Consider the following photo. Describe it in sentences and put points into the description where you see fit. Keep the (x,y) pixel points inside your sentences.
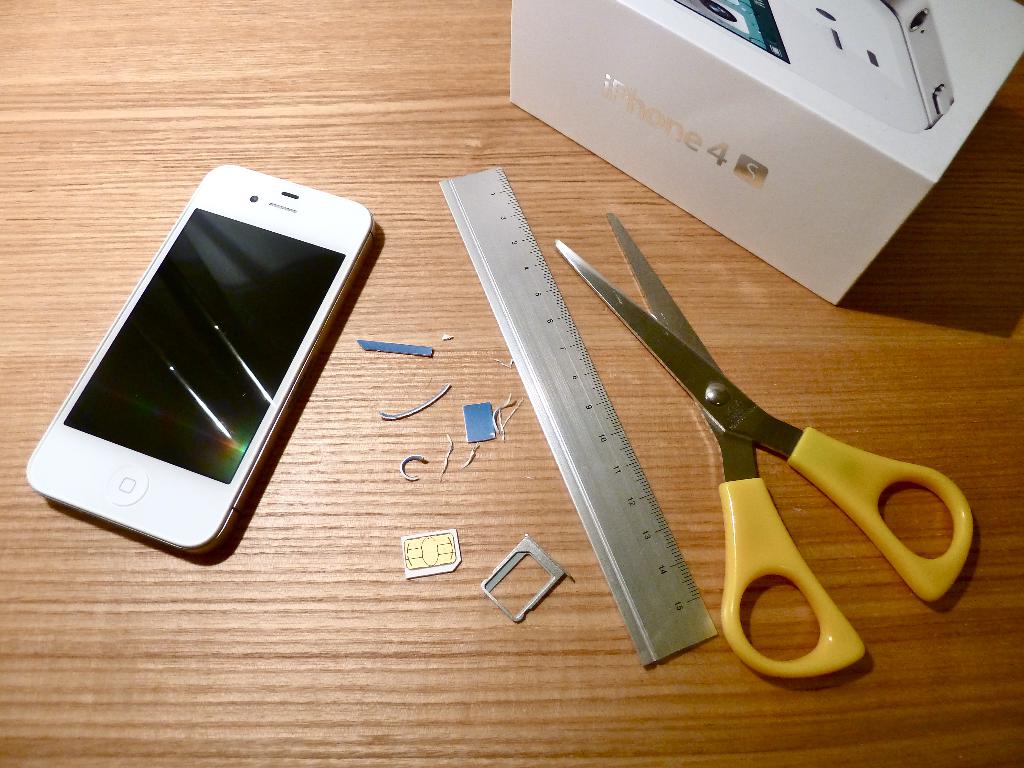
In this picture we can see a mobile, scale (578,407), scissor (730,544), box (802,185), sim card (408,549) and other things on the flat surface (454,247).
